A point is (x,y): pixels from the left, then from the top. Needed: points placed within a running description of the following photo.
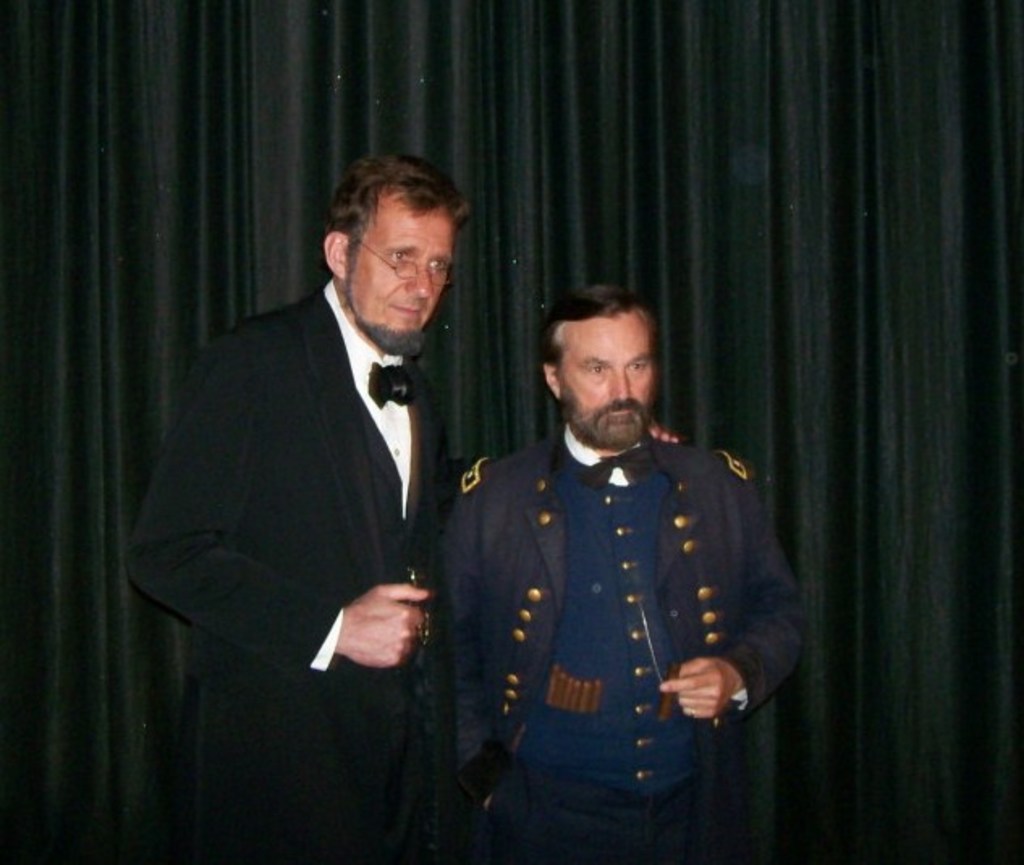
In this image there are two man (500,544) standing wearing a suit (524,531), in the background (858,24) there is a black curtain (928,704).
